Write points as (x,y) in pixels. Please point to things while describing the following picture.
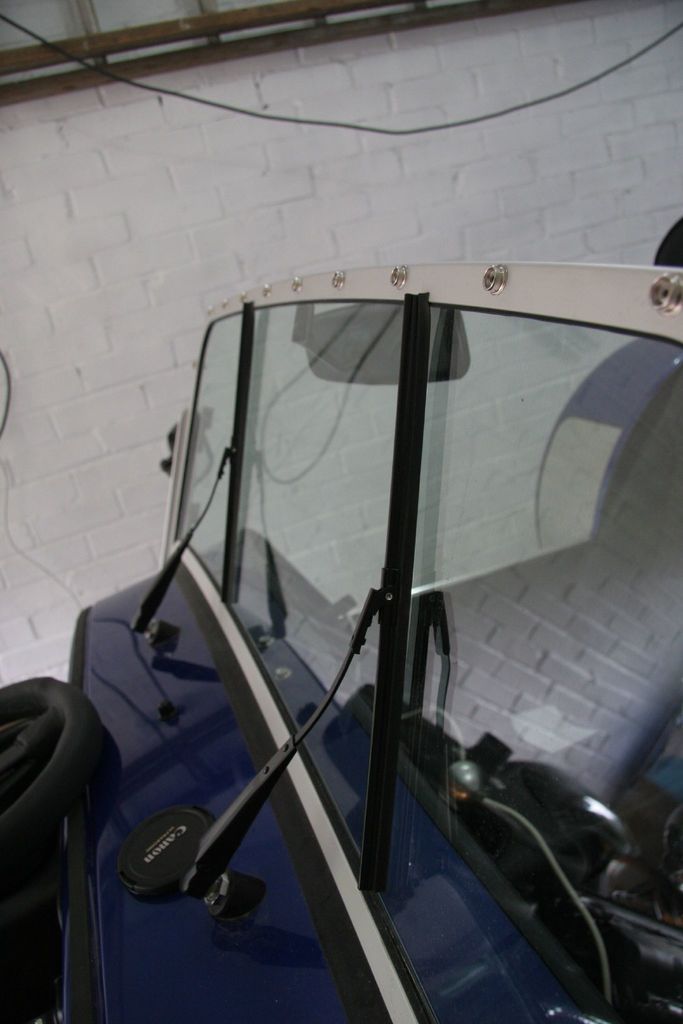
This image consists of a vehicle (381,823) in blue color. It looks like it is kept in a shed (509,72). In the background (261,142), we can see a wall (125,136) in white color along with the rods (41,83).
